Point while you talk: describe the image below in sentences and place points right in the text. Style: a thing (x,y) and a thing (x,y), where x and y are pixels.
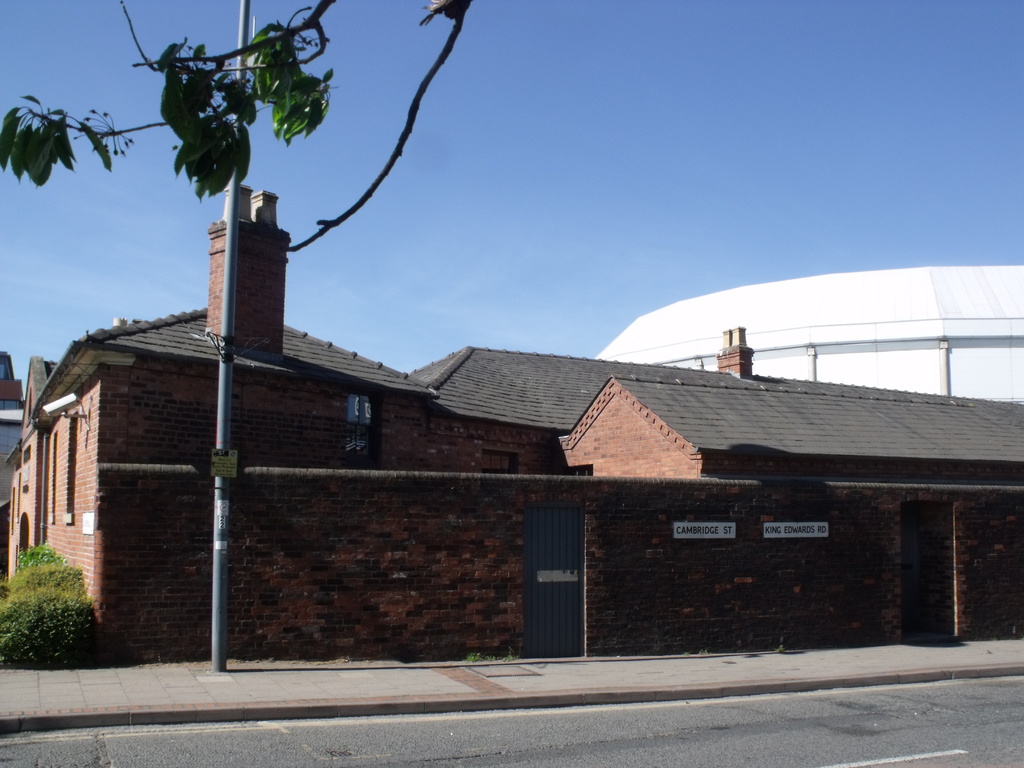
This image consists of a building (158,434) made up of bricks (262,569). In the front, there is a pole (245,34). At the bottom (572,751), there is road (792,741). In the background (638,180), there is a sky (460,296).
